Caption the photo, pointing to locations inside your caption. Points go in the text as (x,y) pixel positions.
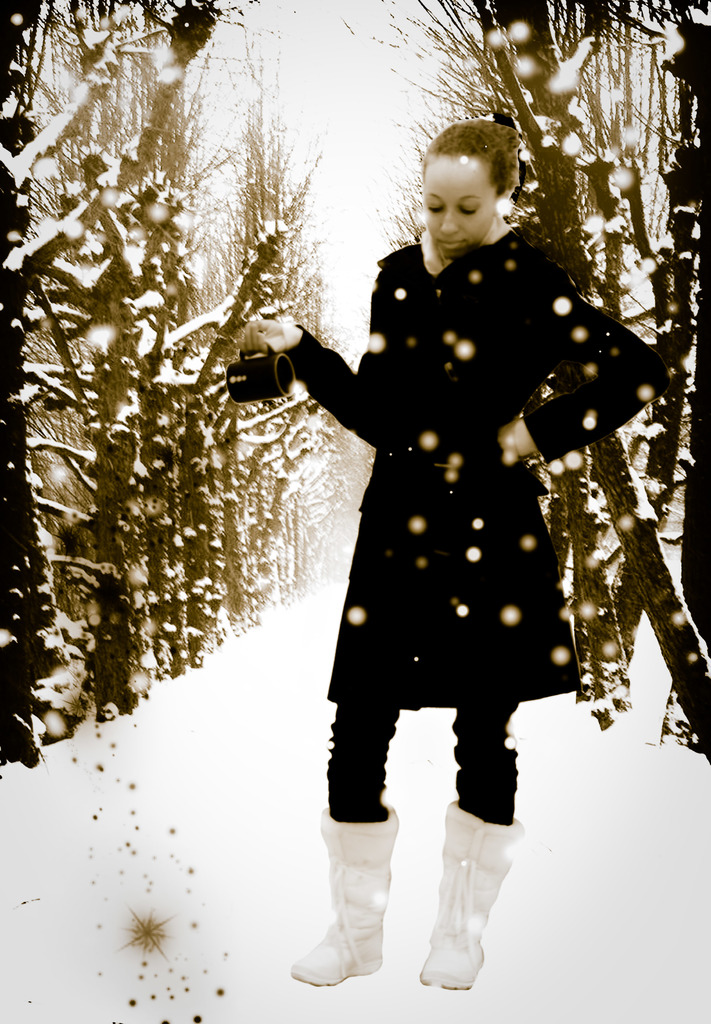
In this image in front (304,369) there is a person (337,376) holding the mug (252,345). Behind her there are trees (135,485). In the background of the image (289,130) there is sky (355,107). At the bottom of the image (151,893) there is snow (137,978) on the surface (136,816).
